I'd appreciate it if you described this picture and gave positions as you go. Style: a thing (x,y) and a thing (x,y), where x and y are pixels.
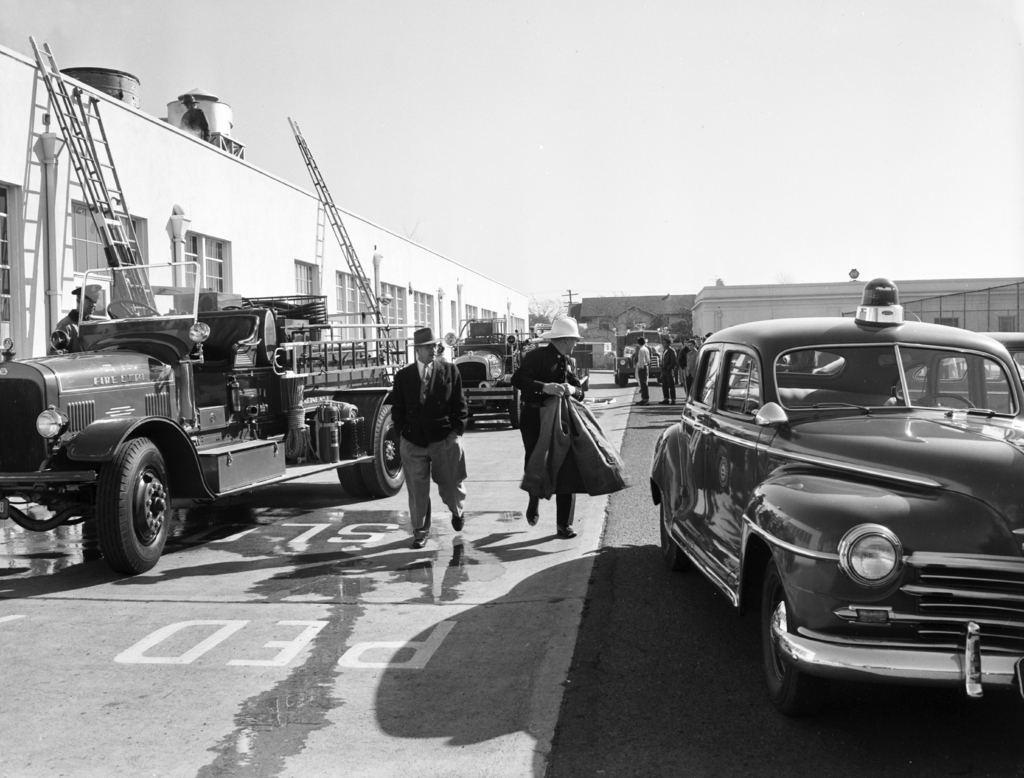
In this picture there are two persons (541,367) who are walking on the street (294,590), beside them I can see the truck (352,421) and car (873,394). In the background (719,321) I can see many buildings (719,288), shed (731,325), trucks (461,354) and other objects (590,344). On the left (331,226) I can see the ladder (111,217) which are placed on the building (182,160). Beside that I can see some windows (404,308). At the top (563,104) I can see the sky (716,22).
